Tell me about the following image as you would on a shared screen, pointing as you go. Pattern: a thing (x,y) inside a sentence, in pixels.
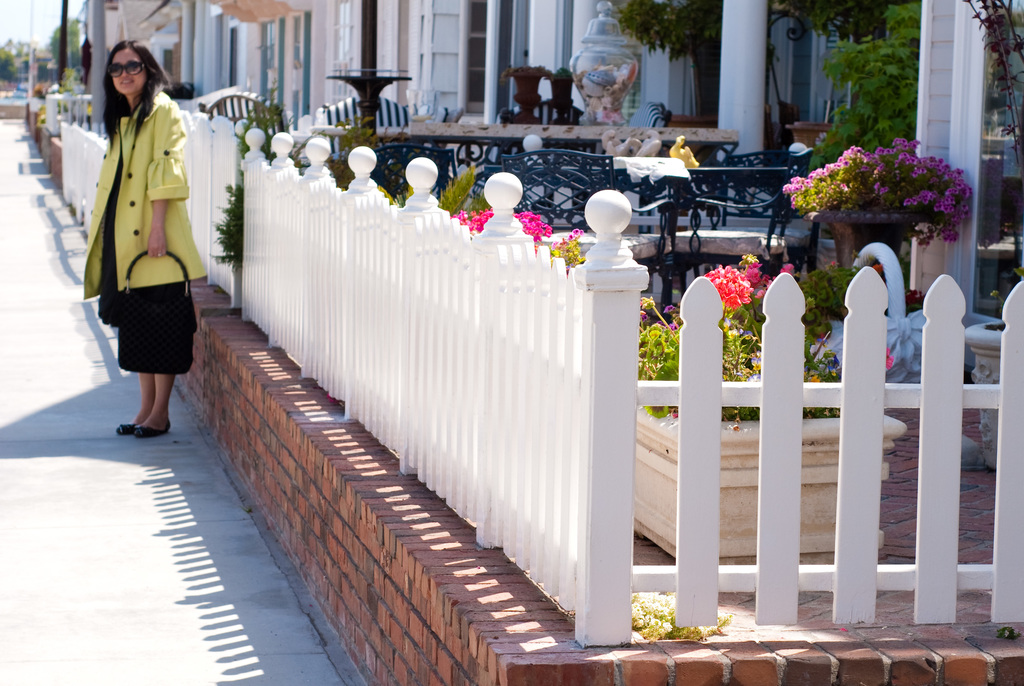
In this image I see houses (411,71) and I see plants (795,199) on which there are flowers (952,191) which are of violet, red and pink in color and I see the white color fencing (395,278) and I see the chairs (534,170) and I see a woman (157,163) over here who is standing and I see the path (54,580).
